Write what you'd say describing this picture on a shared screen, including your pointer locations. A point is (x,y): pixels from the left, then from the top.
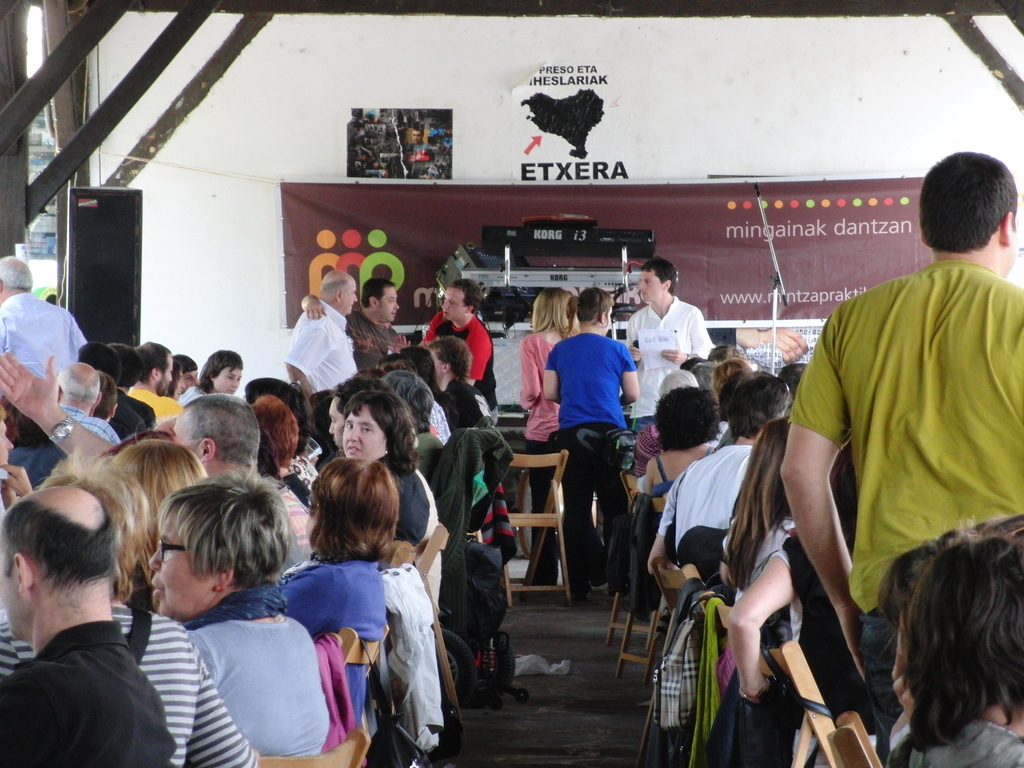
In this image in front (295,593) there are people (701,444) sitting on the chairs (432,550). Behind them there are people (566,442) standing on the floor (589,604). In the background of the image (817,250) there is a banner (778,241). There are posters (411,121) attached to the wall (344,73). On the left side of the image (127,288) there is a speaker (121,264).
